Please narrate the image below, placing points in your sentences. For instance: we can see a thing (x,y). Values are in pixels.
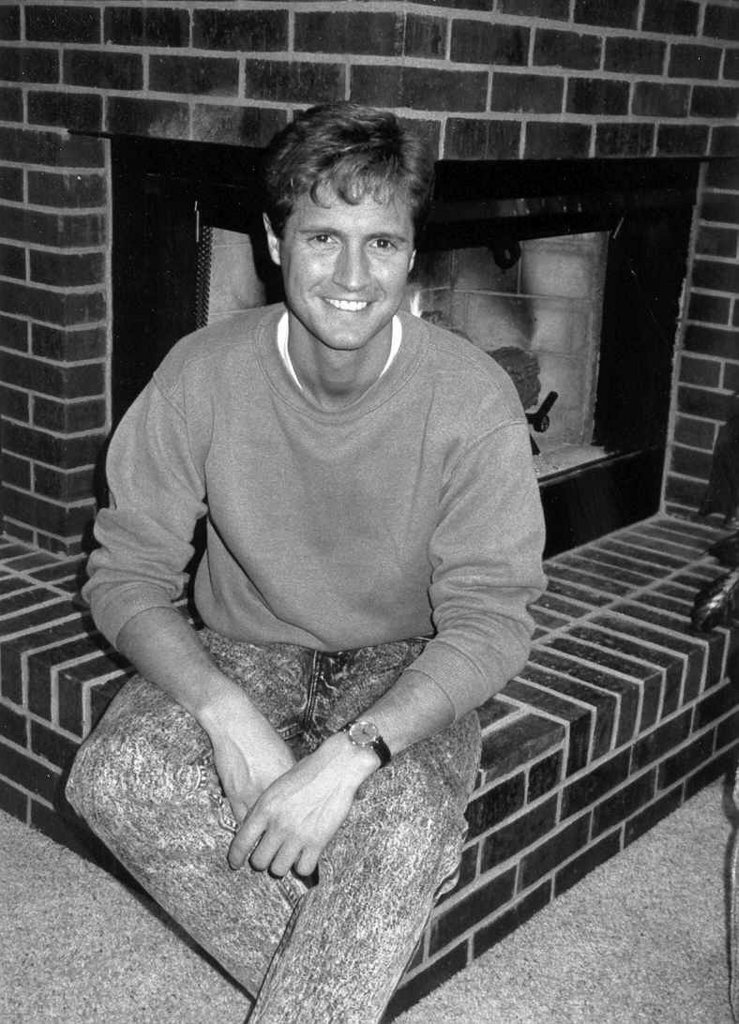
In this image we can see a man (316,858) sitting on a brick fireplace hearth (499,743).
